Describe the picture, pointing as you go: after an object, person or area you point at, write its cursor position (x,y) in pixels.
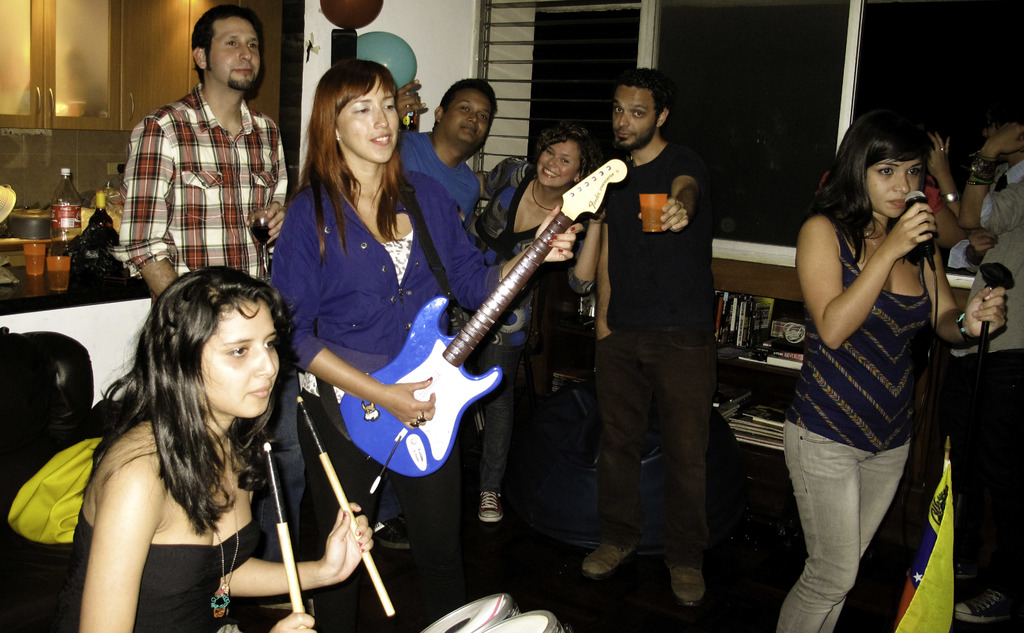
This picture is taken inside the room (696,621), There are some people (331,241) standing and holding music instruments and in the left side (177,583) there is a woman (176,572) sitting and holding two sticks (342,497) and in the background (159,47) there is brown color doors (96,54) and in the right side (684,48) there is a black color window (827,38).
